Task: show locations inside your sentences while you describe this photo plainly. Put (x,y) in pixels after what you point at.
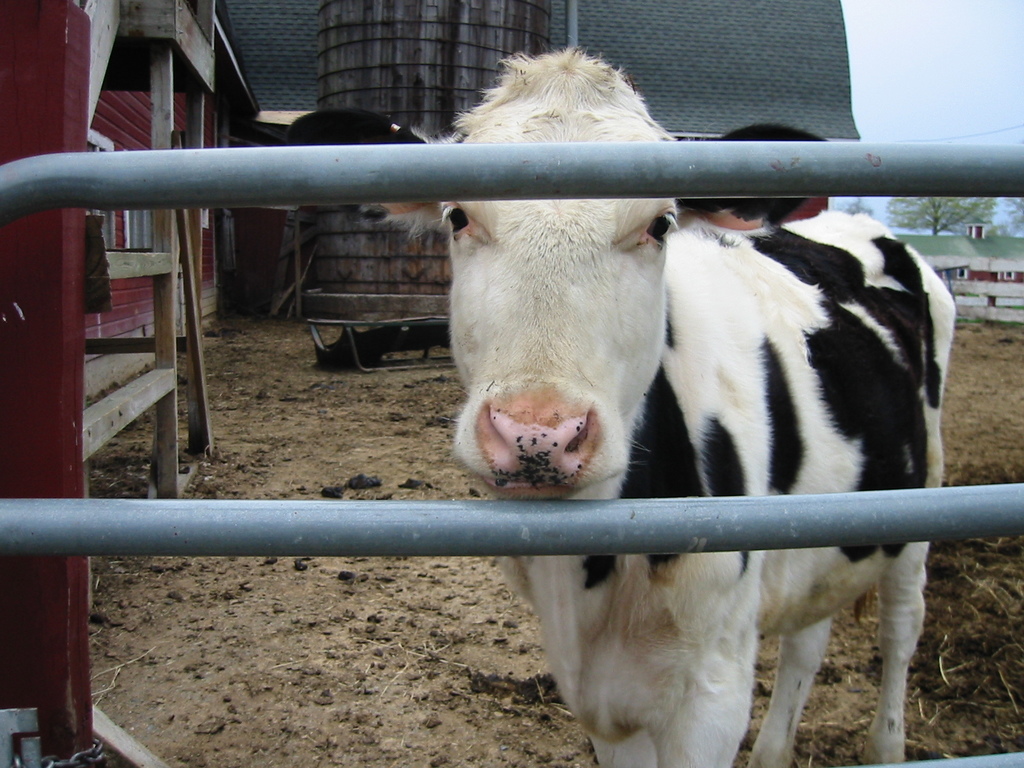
In this picture I can see a cow (710,323) standing, there are iron grilles (632,525), there are houses (610,17) and some other objects (1017,284), there are trees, behind the trees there is sky (1001,4).
